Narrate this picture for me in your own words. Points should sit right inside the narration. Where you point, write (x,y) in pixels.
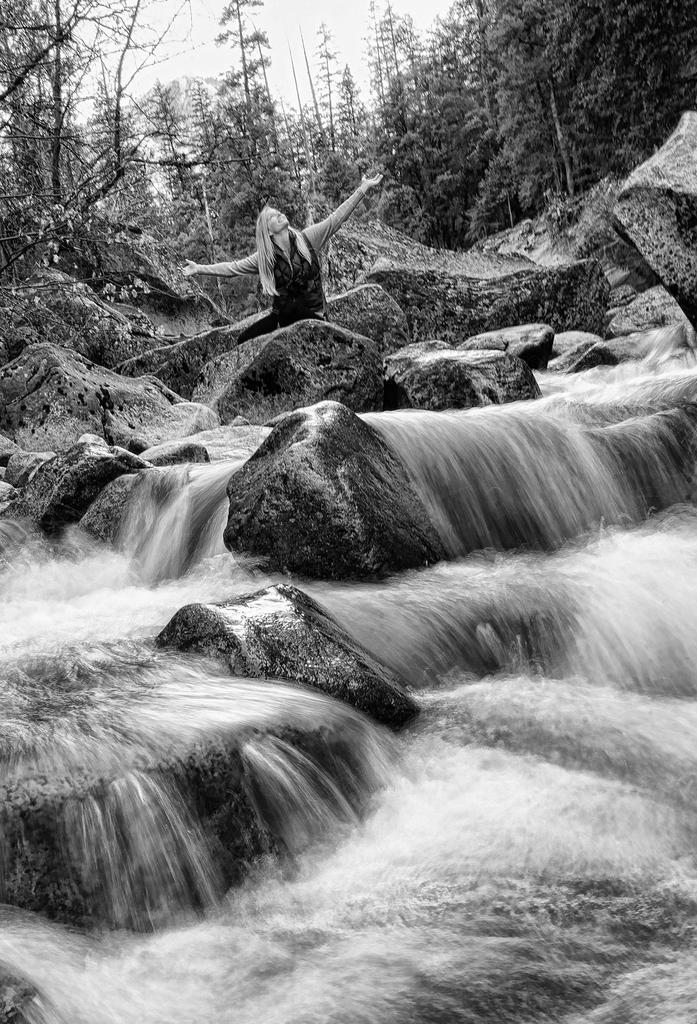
This is a black and white image. In this there is a person (277,288), rocks (218,402), water (367,808). In the background (365,164) there are trees (333,125) and sky (139,44).
